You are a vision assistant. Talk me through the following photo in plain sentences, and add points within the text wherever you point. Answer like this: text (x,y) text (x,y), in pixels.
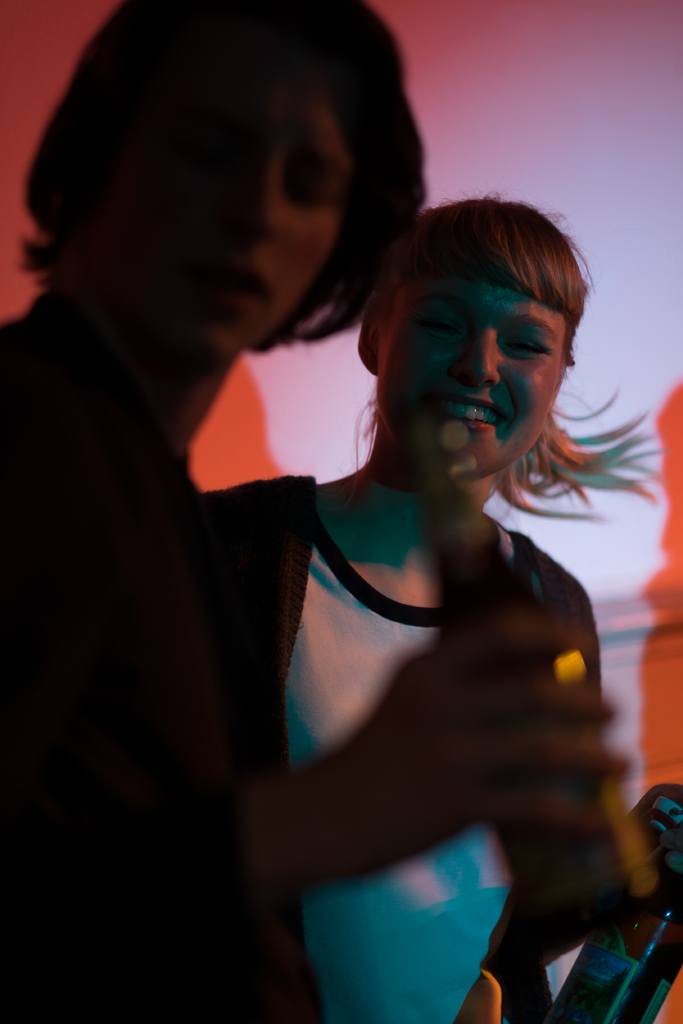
In this image, I can see two people (177,14) in the foreground (49,396), and one person (96,373) holding the bottle (582,1017).
